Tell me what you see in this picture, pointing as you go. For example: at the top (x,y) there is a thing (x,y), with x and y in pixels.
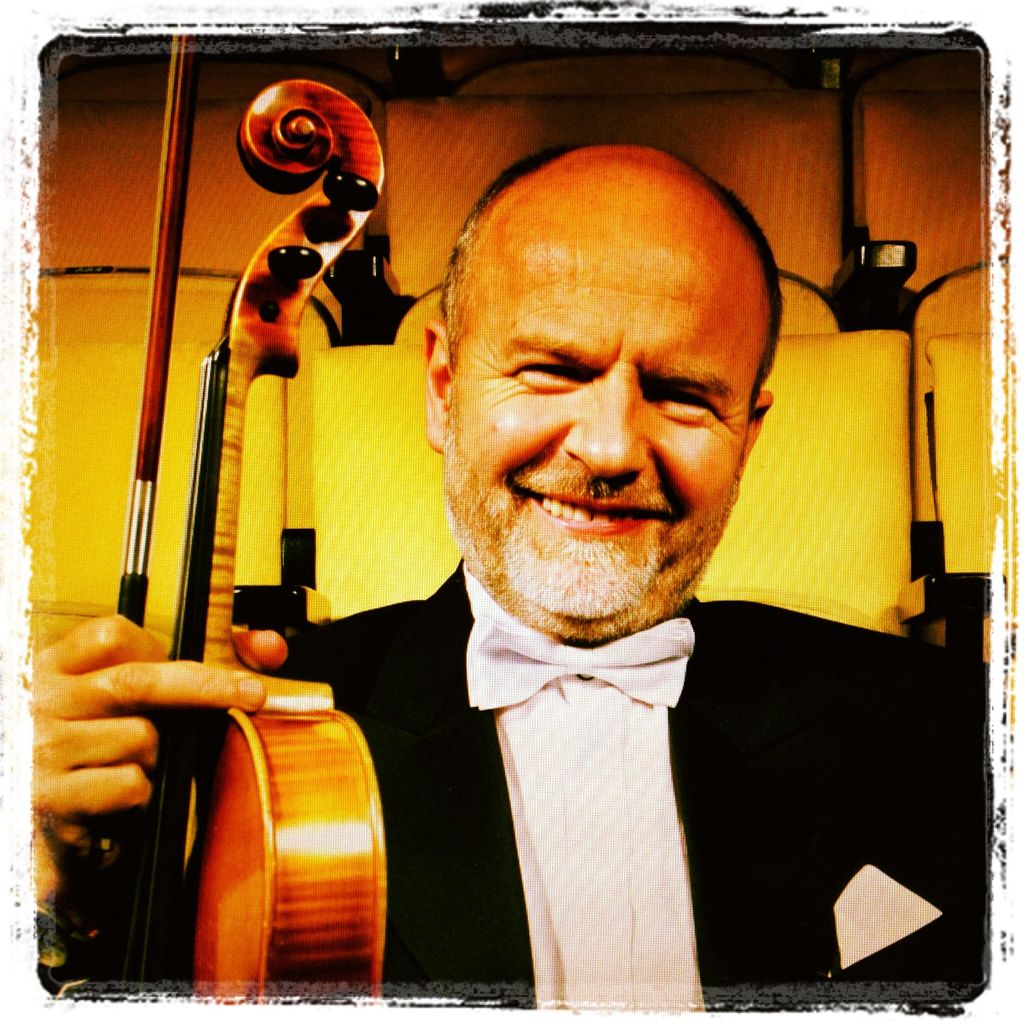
Here we can see a man (121,645) holding a violin (221,903) in his hand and he is smiling.
